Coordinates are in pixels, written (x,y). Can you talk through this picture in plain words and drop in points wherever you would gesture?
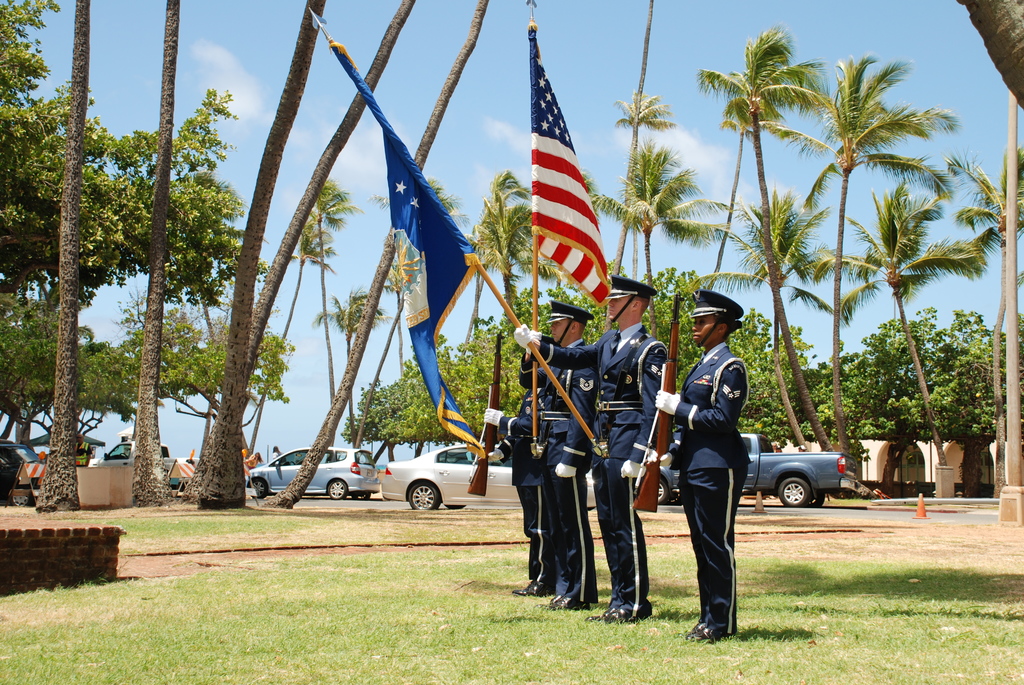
In this image we can see four persons (591,413) standing. They are wearing caps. Two persons (526,400) are holding guns (667,423) and two other persons (555,409) are holding flags (454,413) with poles (566,402). On the ground (390,592) there is grass (731,653). In the back (761,449) we can see vehicles (466,449). Also there are trees (632,118). In the background (437,55) there is sky (437,55) with clouds (350,154).
